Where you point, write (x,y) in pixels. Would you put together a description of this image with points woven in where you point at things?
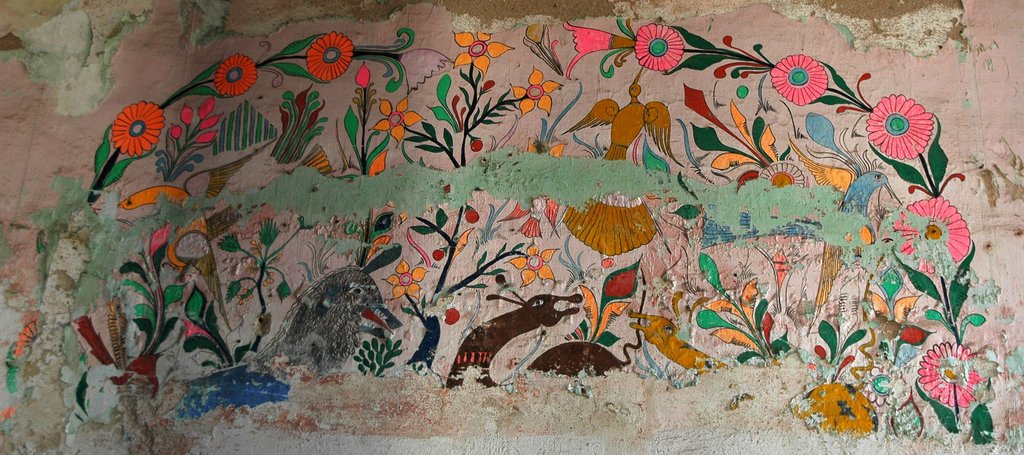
In this image we can see a wall (264,132) with a painting (592,236).
